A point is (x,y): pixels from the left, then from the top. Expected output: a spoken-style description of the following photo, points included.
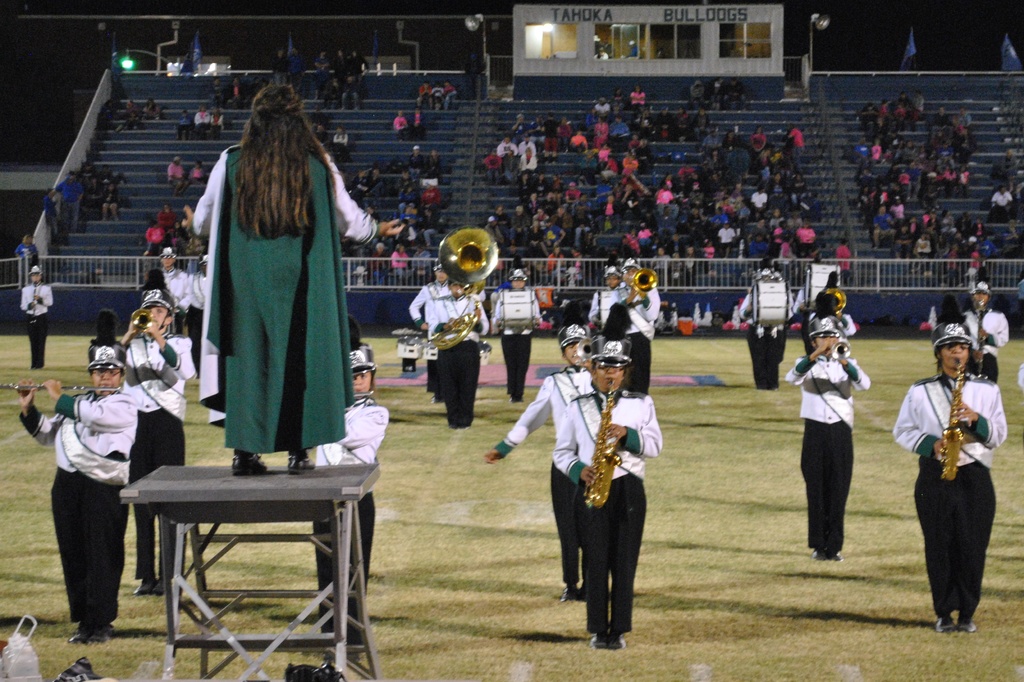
The image is taken in the stadium (671,157). On the left side of the image (258,453) there is a lady (274,439) standing on the table (162,502) before her there are many people (135,418) standing in a row and playing musical instruments (608,410). In the background (660,197) there is a crowd (576,188) sitting. There are flags (188,67) and lights (125,68).
